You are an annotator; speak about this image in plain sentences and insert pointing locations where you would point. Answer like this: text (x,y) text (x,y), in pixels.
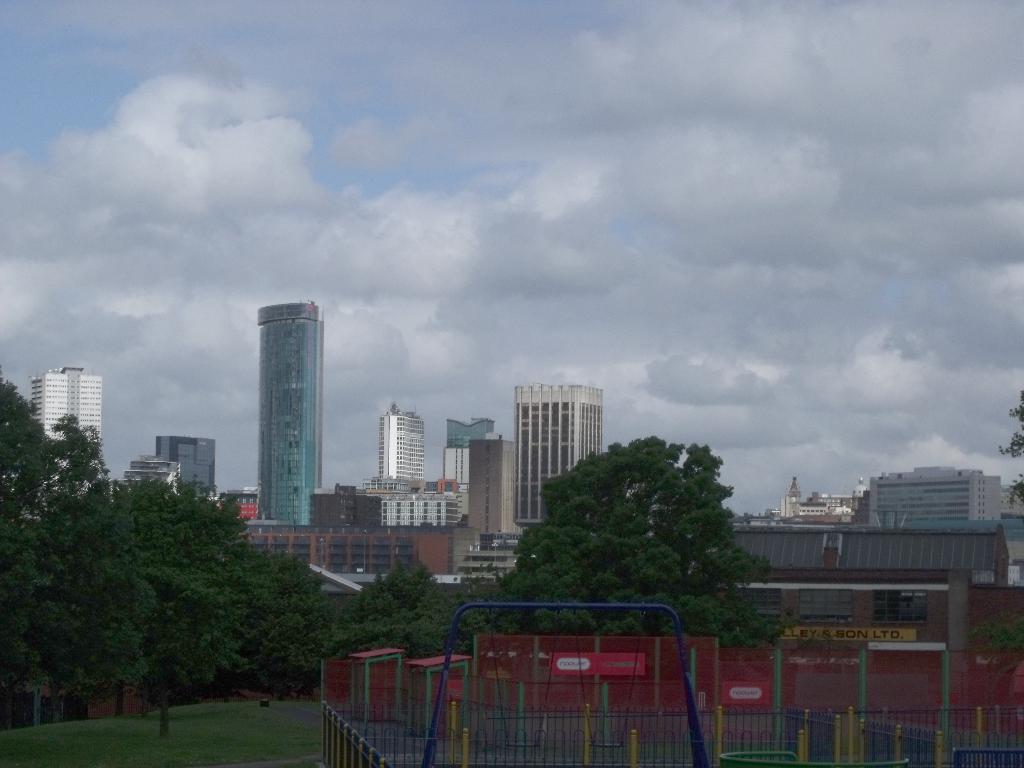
In this image we can see buildings (301,503), trees (68,513). At the bottom of the image (191,728) there is grass (231,727). There is a swing frame (527,605), fencing (541,688). At the top of the image (310,130) there is sky (310,130) and cloud (381,149).
